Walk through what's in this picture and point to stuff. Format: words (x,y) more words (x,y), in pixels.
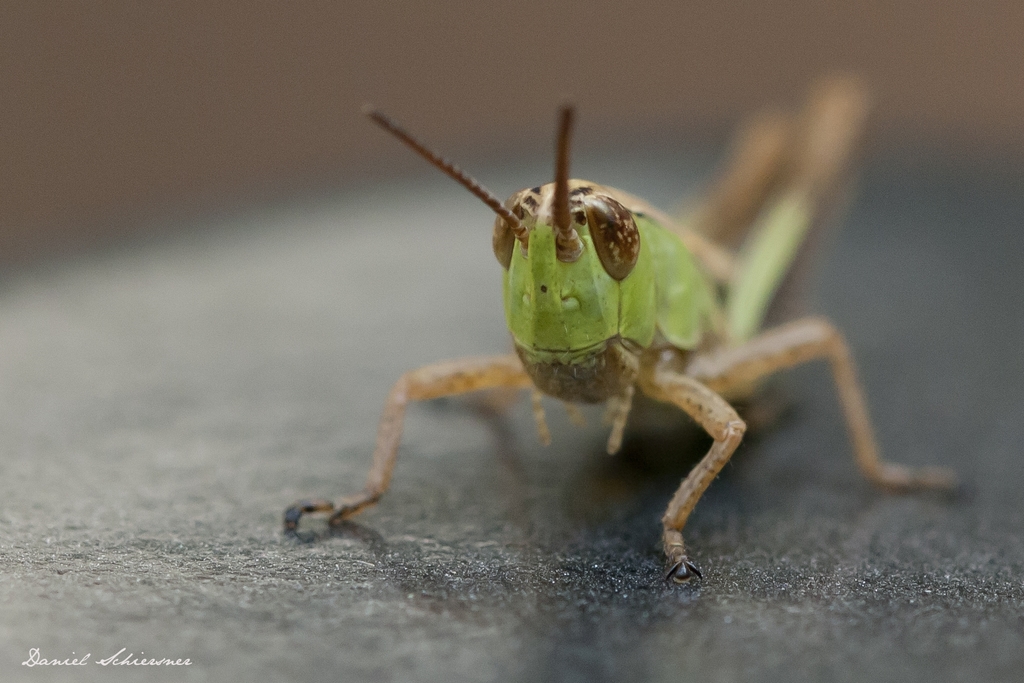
In this picture there is a grasshopper (802,246) who is standing on the black object (884,545). In the background (966,216) i can see the blur image. In the bottom left corner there is a watermark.
